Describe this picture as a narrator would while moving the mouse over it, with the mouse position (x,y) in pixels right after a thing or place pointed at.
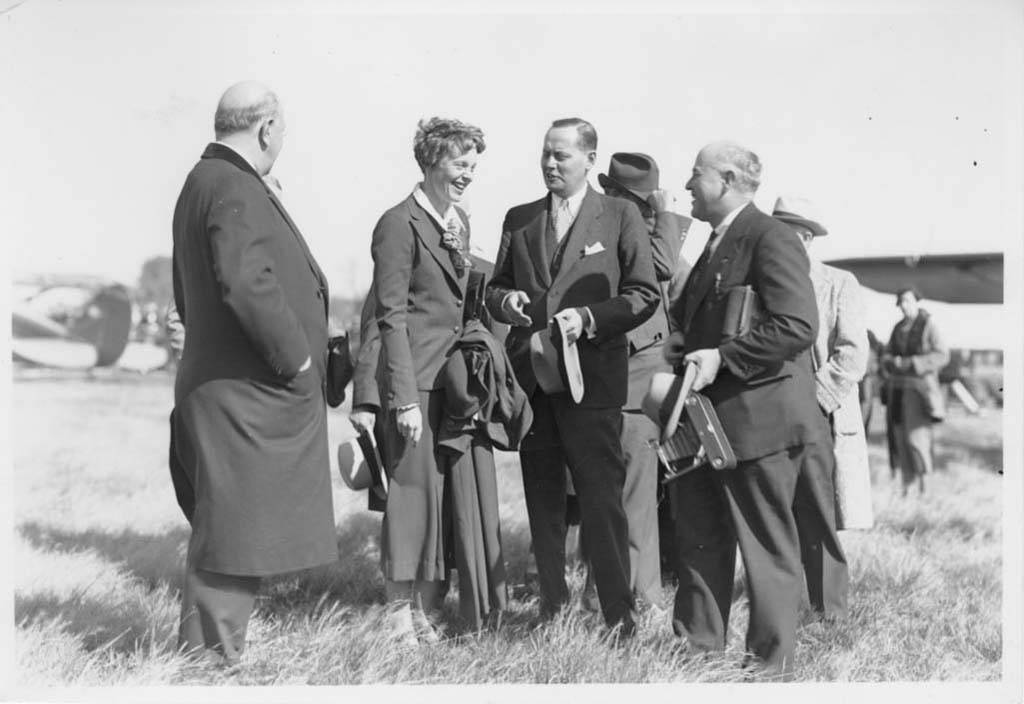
This is a black and white image, where there are group of people (310,562) standing on the grass (957,631), and there is blur background (135,342).
